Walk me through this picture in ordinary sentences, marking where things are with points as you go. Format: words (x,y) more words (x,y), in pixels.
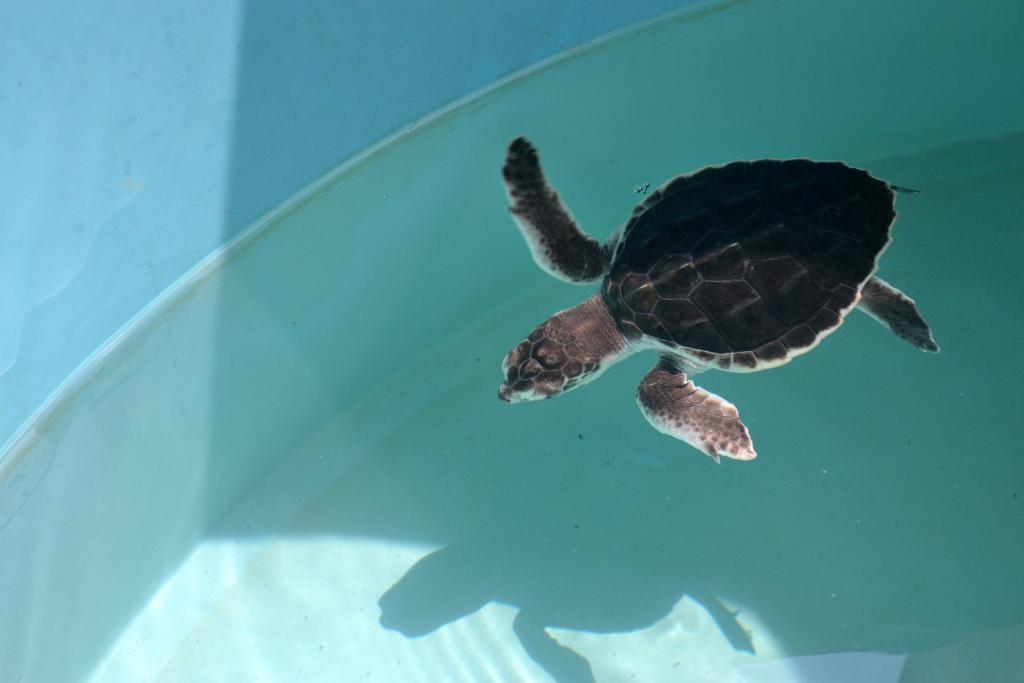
In this image in front (423,314) there is a tub (287,477) and in the tub (516,406) there is a tortoise (875,195) in the water (491,550). On the backside (102,153) there is a blue wall (159,147).
